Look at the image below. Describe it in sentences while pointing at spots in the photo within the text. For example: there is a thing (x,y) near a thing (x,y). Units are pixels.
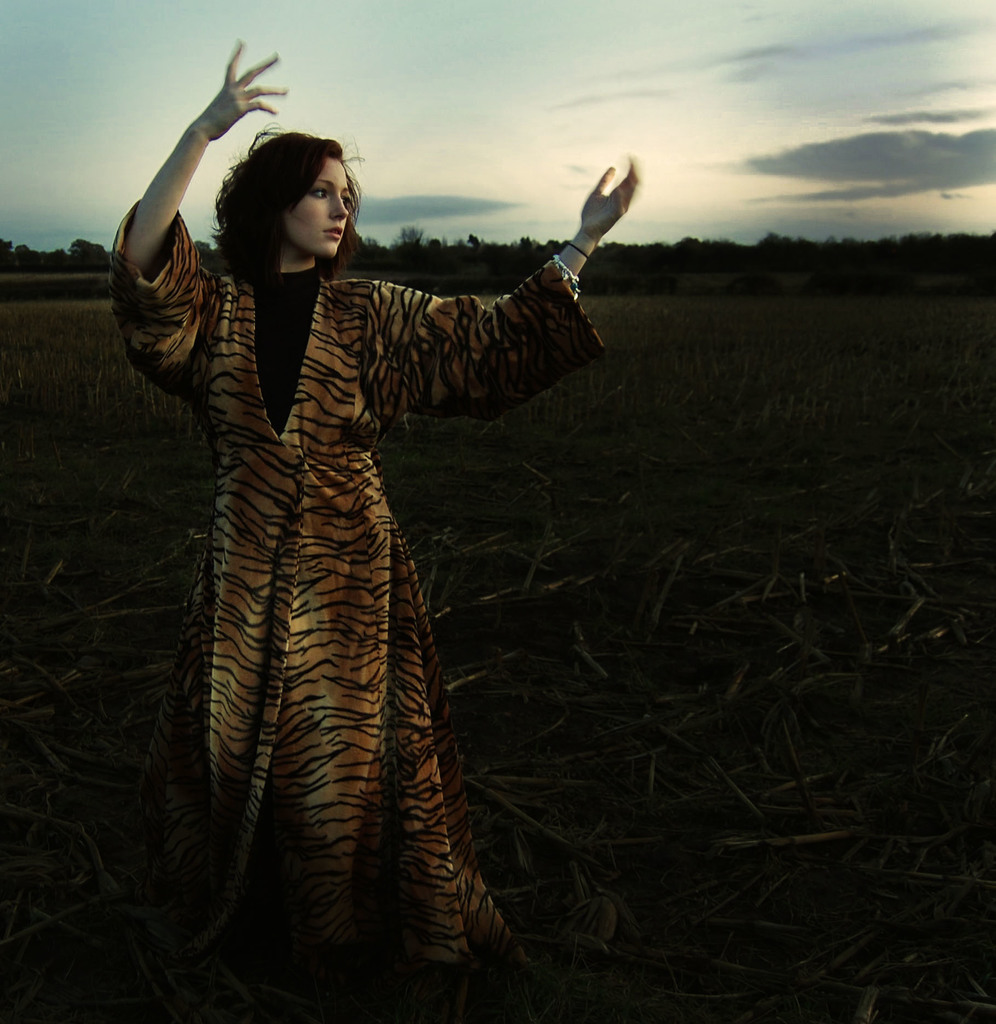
In the foreground of the picture (231,388) we can see a woman (301,293). The foreground (694,723) is dark. In the background (59,288) there are trees (78,267) and fields (72,311). At the top (311,92) it is sky (584,69).
